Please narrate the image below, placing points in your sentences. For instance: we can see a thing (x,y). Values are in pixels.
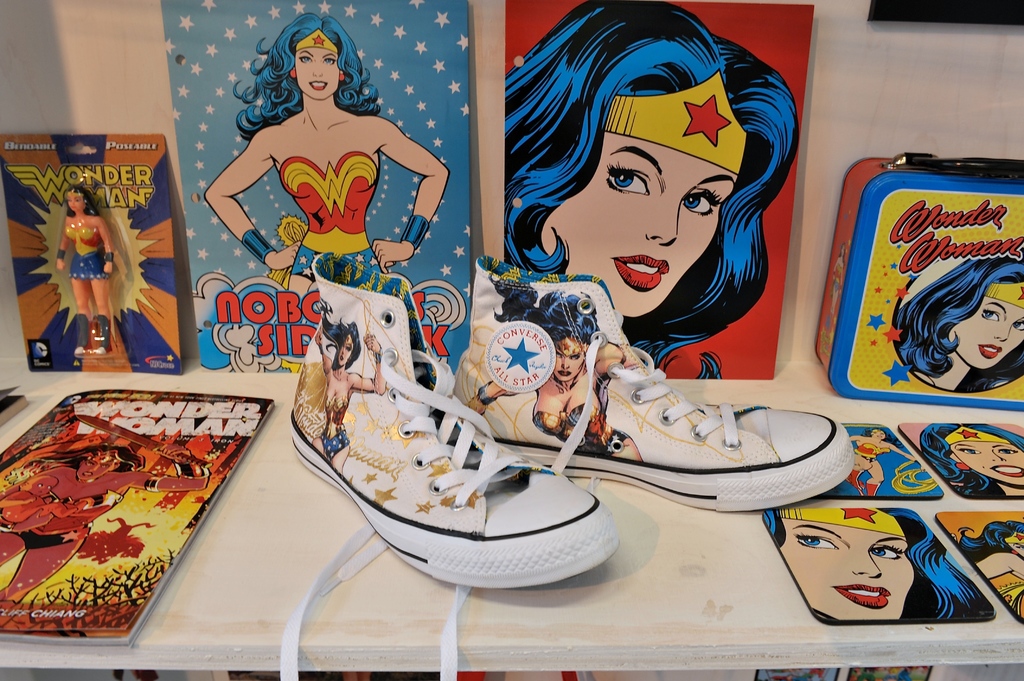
In this image there is a pair of shoes (577,412), books (7,393) and a box (869,306) arranged on the shelf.
